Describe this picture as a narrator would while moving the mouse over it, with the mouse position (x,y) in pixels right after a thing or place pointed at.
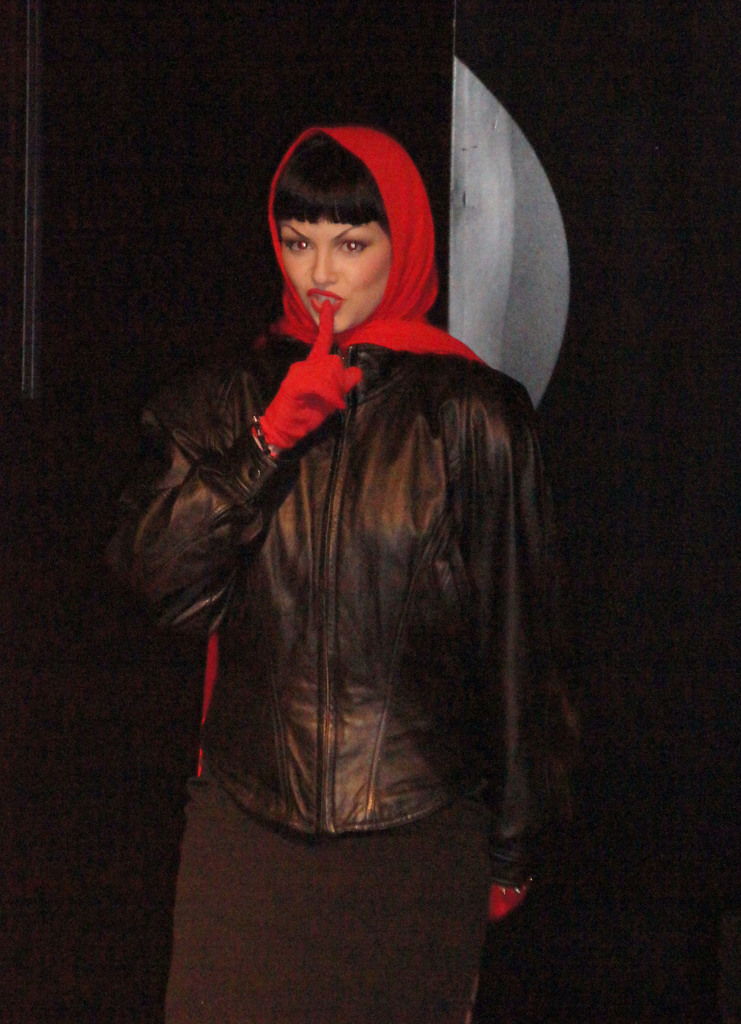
There is a woman (412,348) standing and wore gloves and black jacket (337,707). In the background of the image (684,360) it is dark.
